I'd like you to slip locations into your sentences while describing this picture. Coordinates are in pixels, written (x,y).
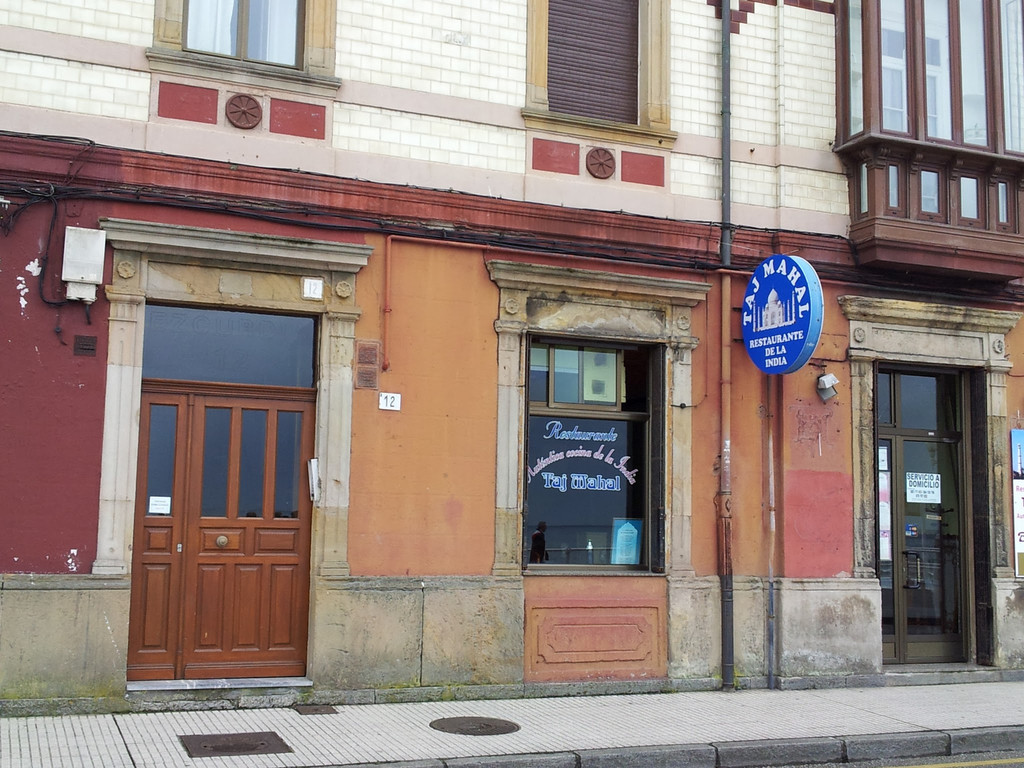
In this image, I can see a building (441,385) with the doors (264,427) and windows (895,122). I can see a name board (761,357) attached to a building wall (688,356). At the bottom of the image (344,743), this is the pathway (825,718).
